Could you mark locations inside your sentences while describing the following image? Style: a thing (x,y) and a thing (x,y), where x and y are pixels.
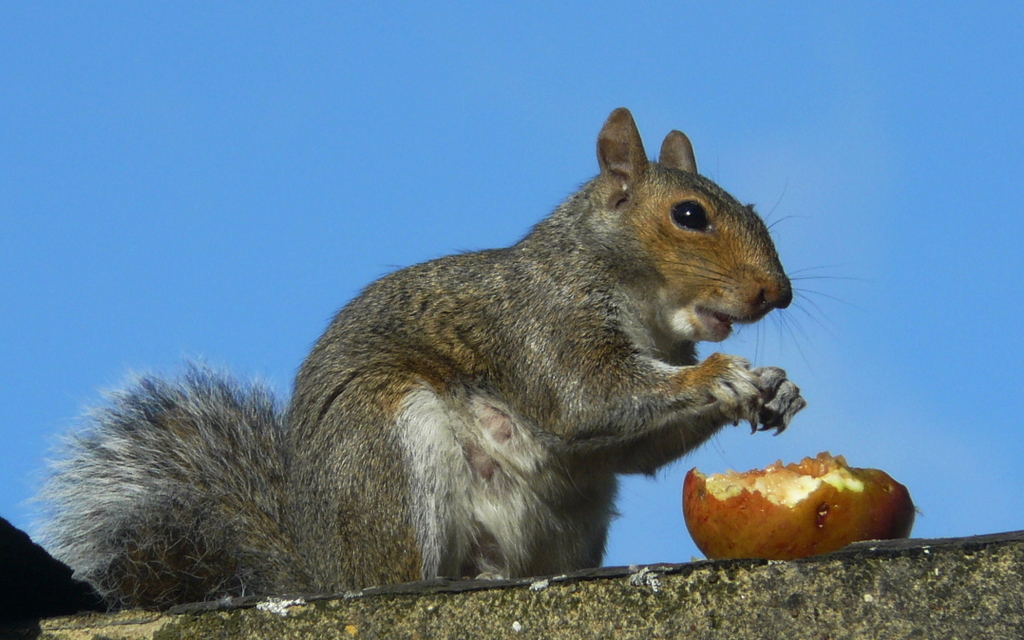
In this image we can see a squirrel (437,465) on the wall (828,607) and also a half eaten fruit (767,525) here. In the background (257,230), we can see the blue colour Sky (264,136).
